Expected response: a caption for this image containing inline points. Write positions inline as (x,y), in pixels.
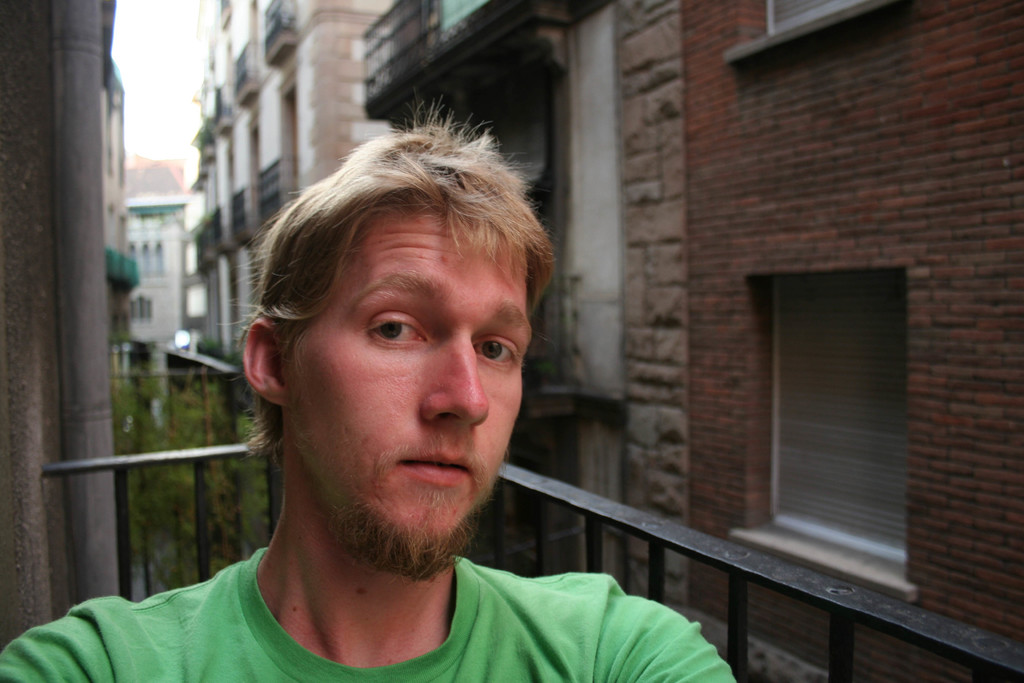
In the foreground of this image (384,506), there is a man (395,623) wearing green T shirt (592,636). In the background (305,125), there are buildings (211,149), railing (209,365), plants (180,392) and the sky (173,83).
